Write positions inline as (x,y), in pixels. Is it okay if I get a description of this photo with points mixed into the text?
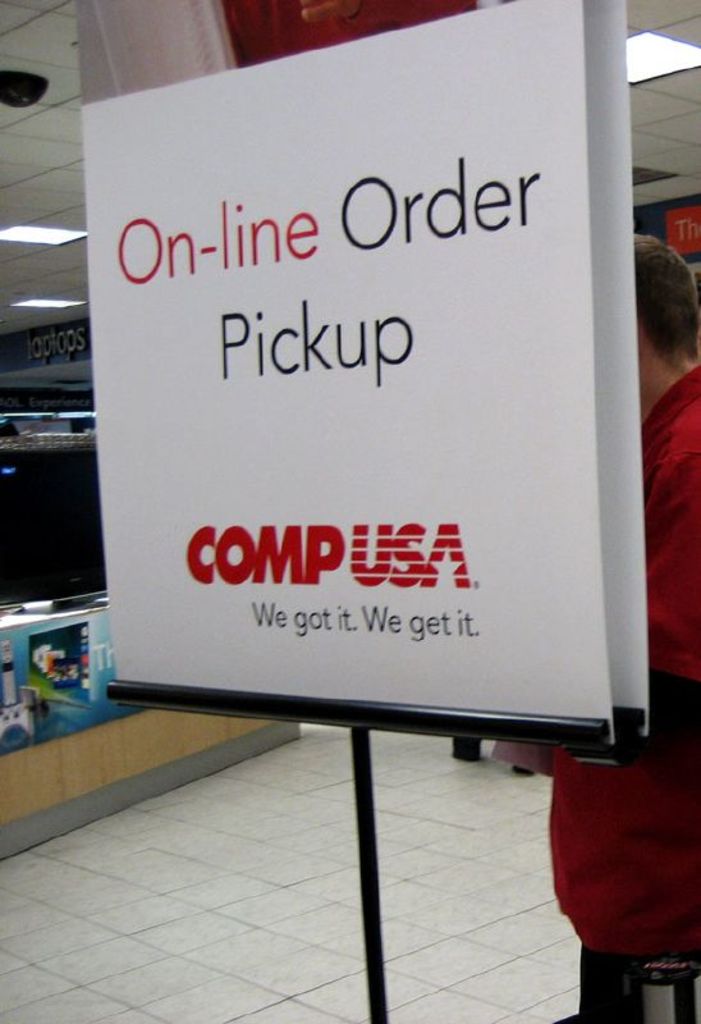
In the center of the image (287,440), we can see a board (277,535) and in the background (63,642), there are lights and we can see a person (652,353), stands (88,764), posters (71,648) and some other objects (47,444). At the bottom (200,886), there is a floor (206,879).
